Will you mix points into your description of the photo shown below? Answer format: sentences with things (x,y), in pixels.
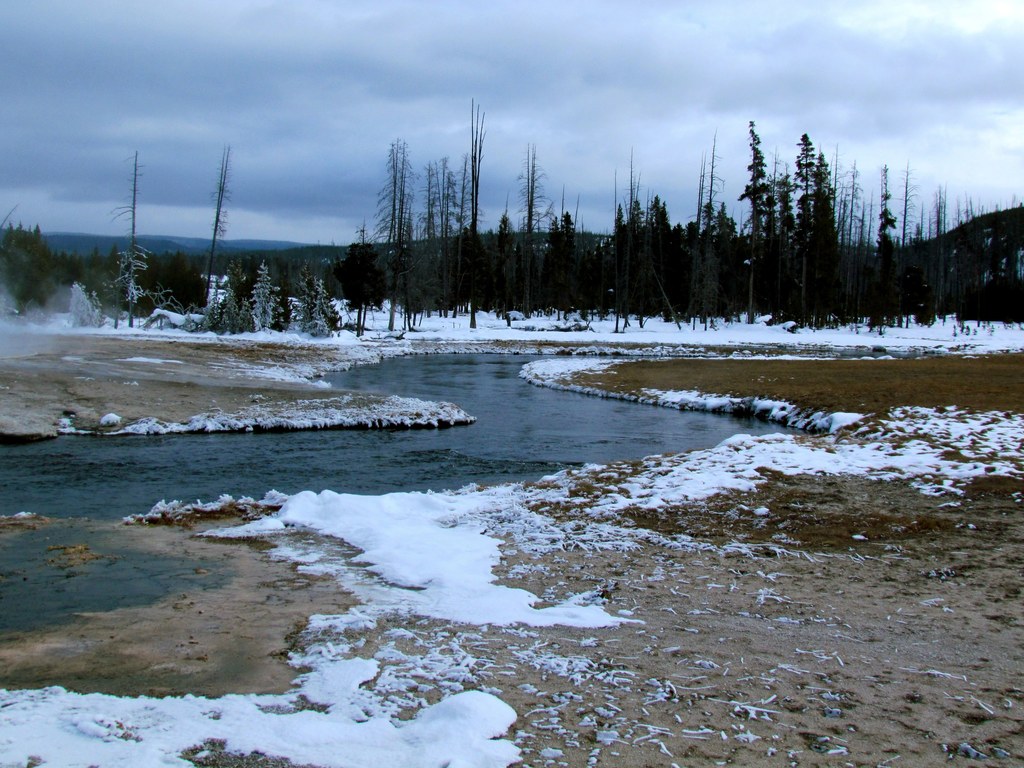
On the left side (56,491), there is a water (326,461) of a river (514,364). On both sides of this river (512,370), there is snow (475,721) on the ground (524,522). In the background (877,277), there are trees (566,252), mountains (276,247) and there are clouds (270,175) in the sky (120,39).
